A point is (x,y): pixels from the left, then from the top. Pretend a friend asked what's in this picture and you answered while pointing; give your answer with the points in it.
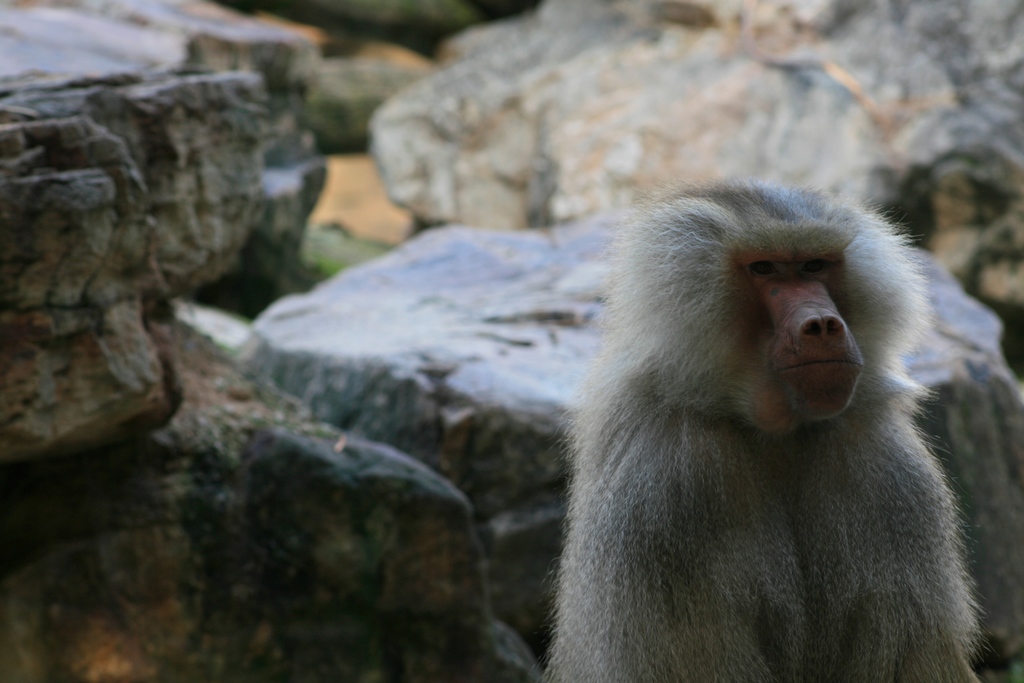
On the right side of the image (849,487), we can see a monkey (811,456). In the background (997,356), there are few stones (514,325).
